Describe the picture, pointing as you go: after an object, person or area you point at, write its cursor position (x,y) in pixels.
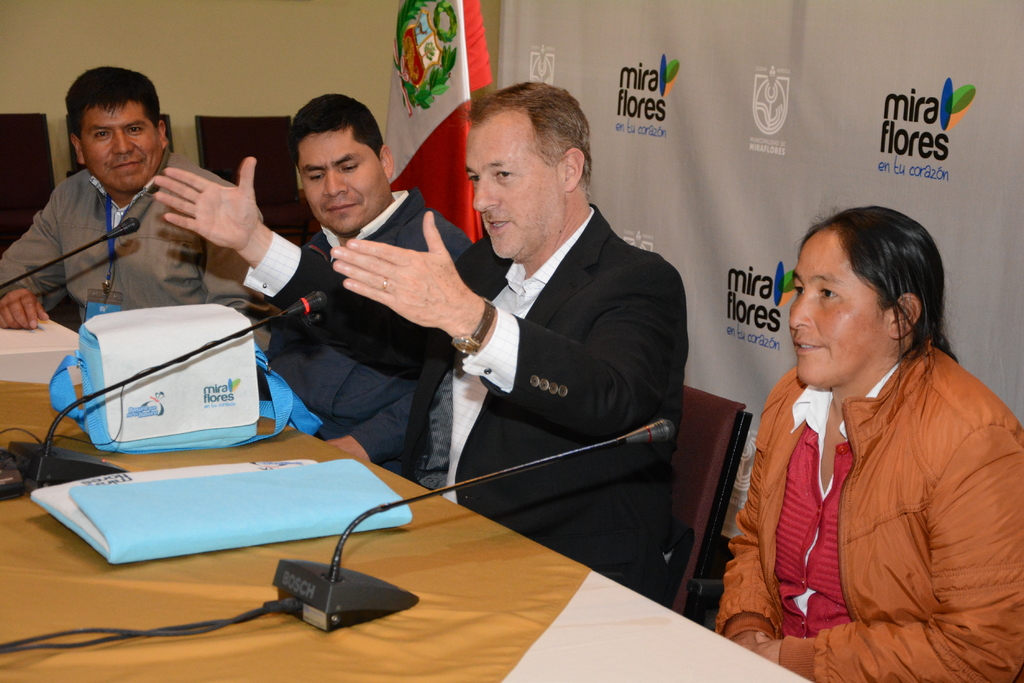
This picture describes about group of people (494,260), they are seated on the chairs (684,506), in front of them we can find few microphones (97,469), bag (120,392) and a file (188,489) on the table (266,552), in the background (434,106) we can see a flag (438,157) and a hoarding (725,99).
